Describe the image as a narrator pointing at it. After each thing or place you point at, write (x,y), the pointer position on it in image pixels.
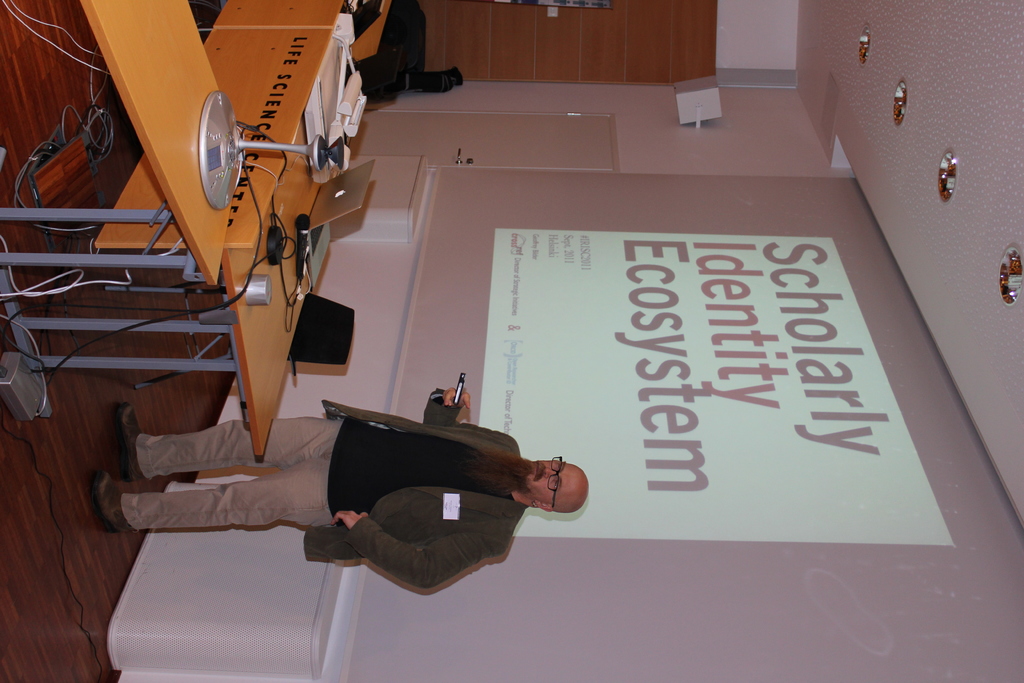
In this image I can see a person (363,449) standing and holding an object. There is a mike (305,234), laptop (322,238) and some other objects (233,154) on the tables (125,205). There are walls (356,264) and there is a projector screen (602,348) on the wall (338,265). And there is ceiling (926,206) with lights (1006,276).
